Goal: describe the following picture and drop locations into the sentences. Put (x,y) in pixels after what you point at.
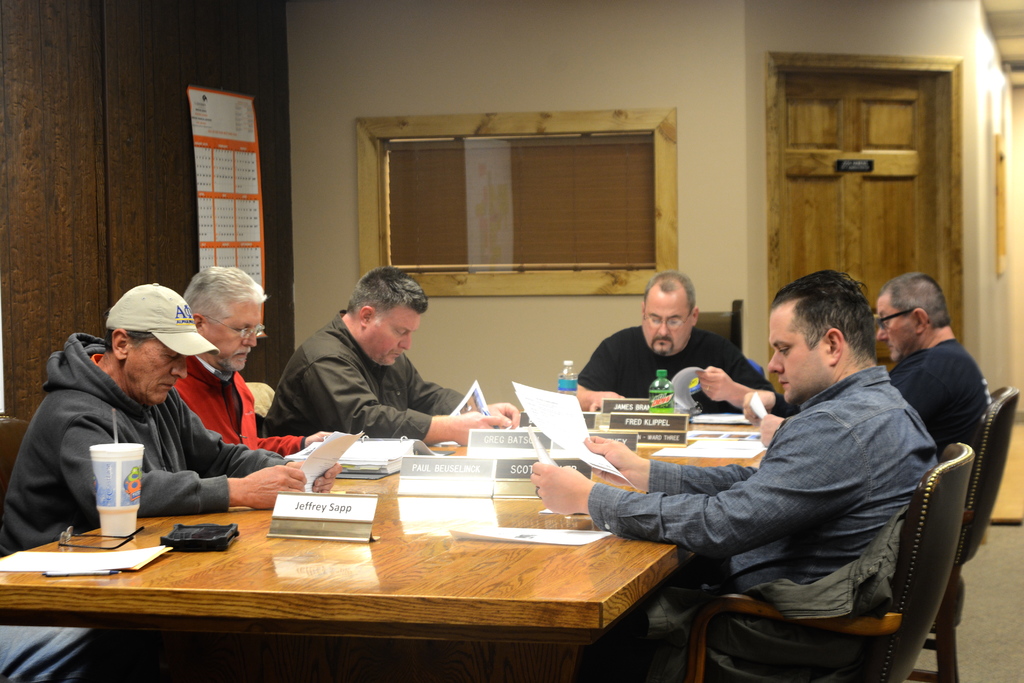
Here we can see some persons (801,500) are sitting on the chairs (937,614). This is table (512,558). On the table (421,573) there are books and bottles (666,410). On the background (496,387) there is a wall (633,92) and this is board (551,205). Here we can see a door (828,166) and there is a poster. And this is floor (996,603).
